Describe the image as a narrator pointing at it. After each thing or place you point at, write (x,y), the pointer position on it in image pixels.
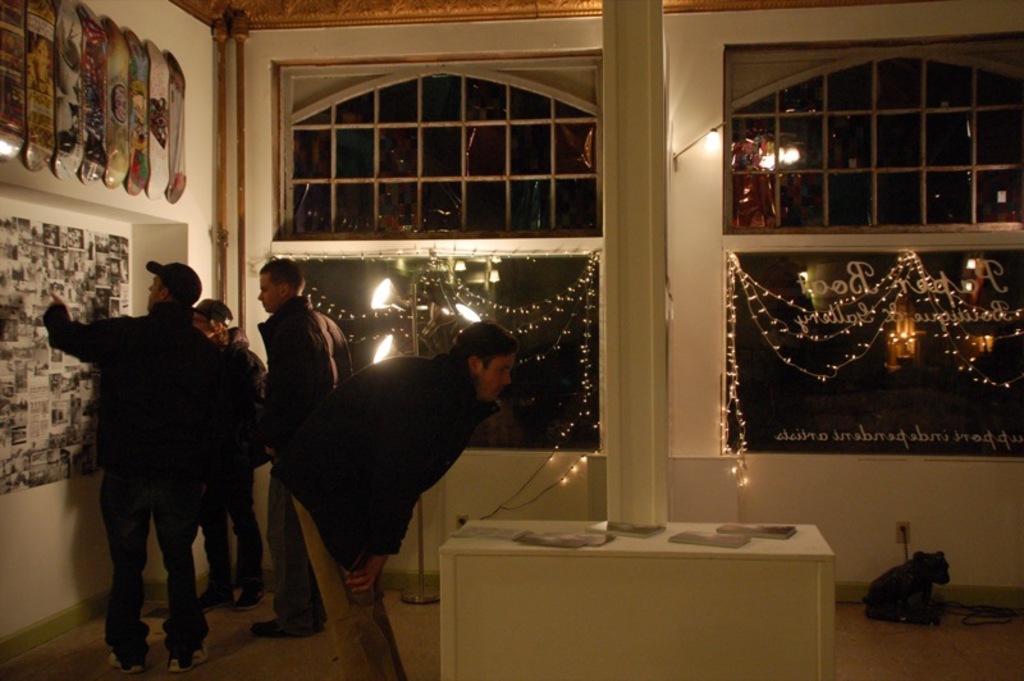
In this image I can see group of people (267,310) standing and wearing black color dress (290,310). I can also see few papers (568,536) on the cupboard (681,622) and the cupboard (625,627) is in white color. Background (886,295) I can see few lights (876,284) and windows (843,271), I can also see few boards (29,161) attached to the wall (191,50) and the wall (189,58) is in cream color.
